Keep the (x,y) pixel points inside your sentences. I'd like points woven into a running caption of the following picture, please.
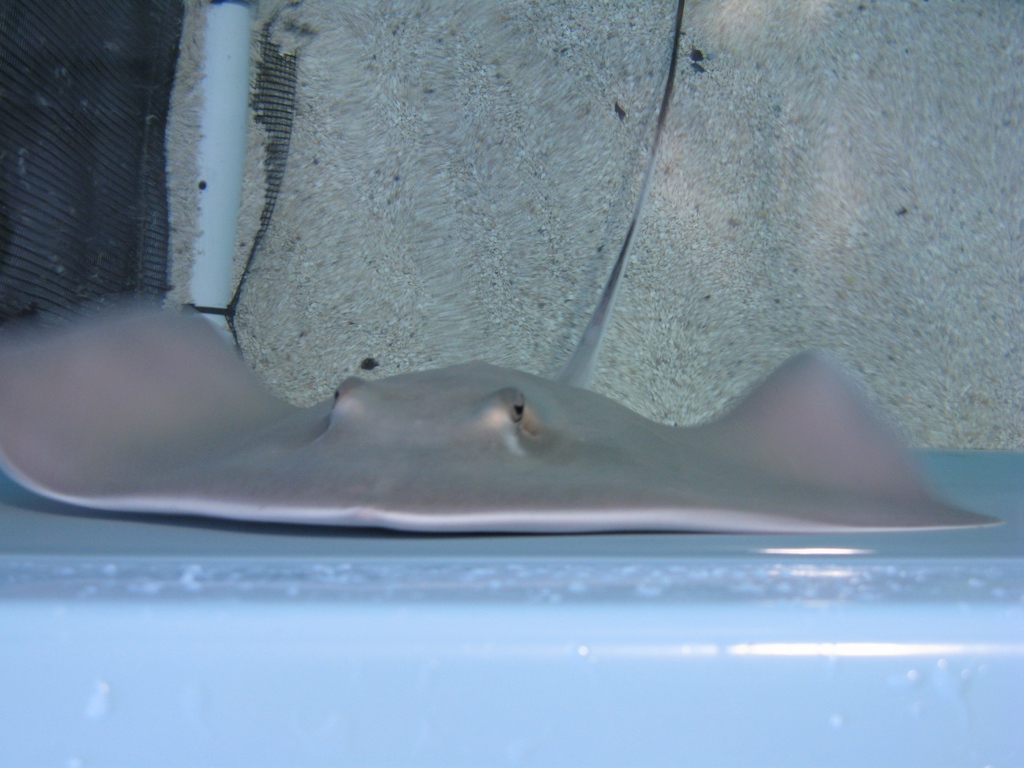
In the center of the image (513,483) we can see a stingray (562,470). In the background of the image (627,194) we can see wall (524,129), mesh (118,129) are present.
